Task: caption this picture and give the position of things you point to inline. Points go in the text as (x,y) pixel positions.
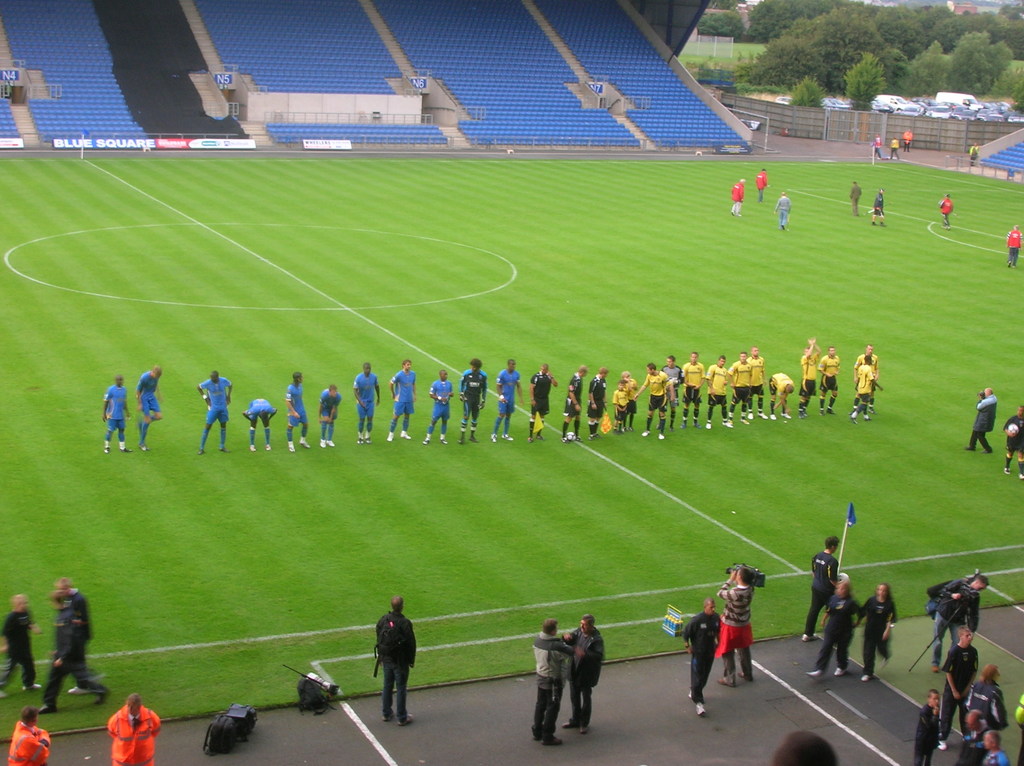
In this picture I can see there are few people (658,398) standing here in the ground (375,425) and they are wearing blue and yellow jersey's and there are few empty chairs (660,85) and there are trees (897,83).
